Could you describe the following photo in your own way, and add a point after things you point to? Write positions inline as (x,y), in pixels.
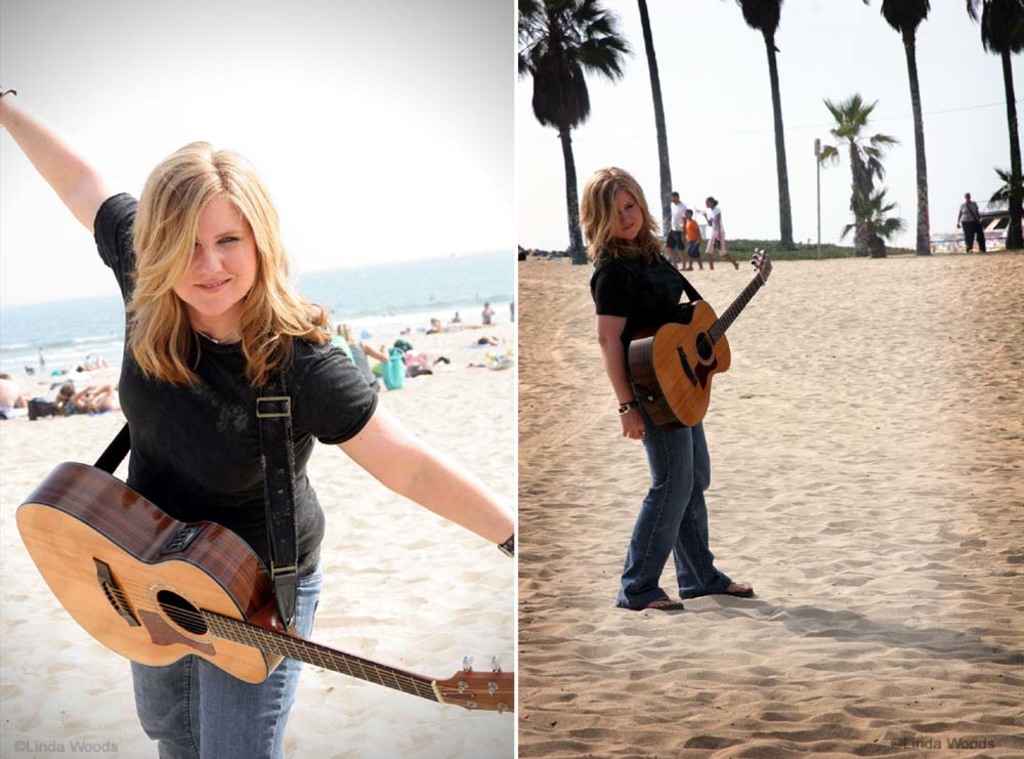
A woman (170,218) is posing to camera wearing a guitar (256,571). She is at a beach (399,649). She wears a black T shirt (253,445) and denim pant (261,723). There is a sea (358,281) in the background (325,288). The sky (79,295) is clear.
